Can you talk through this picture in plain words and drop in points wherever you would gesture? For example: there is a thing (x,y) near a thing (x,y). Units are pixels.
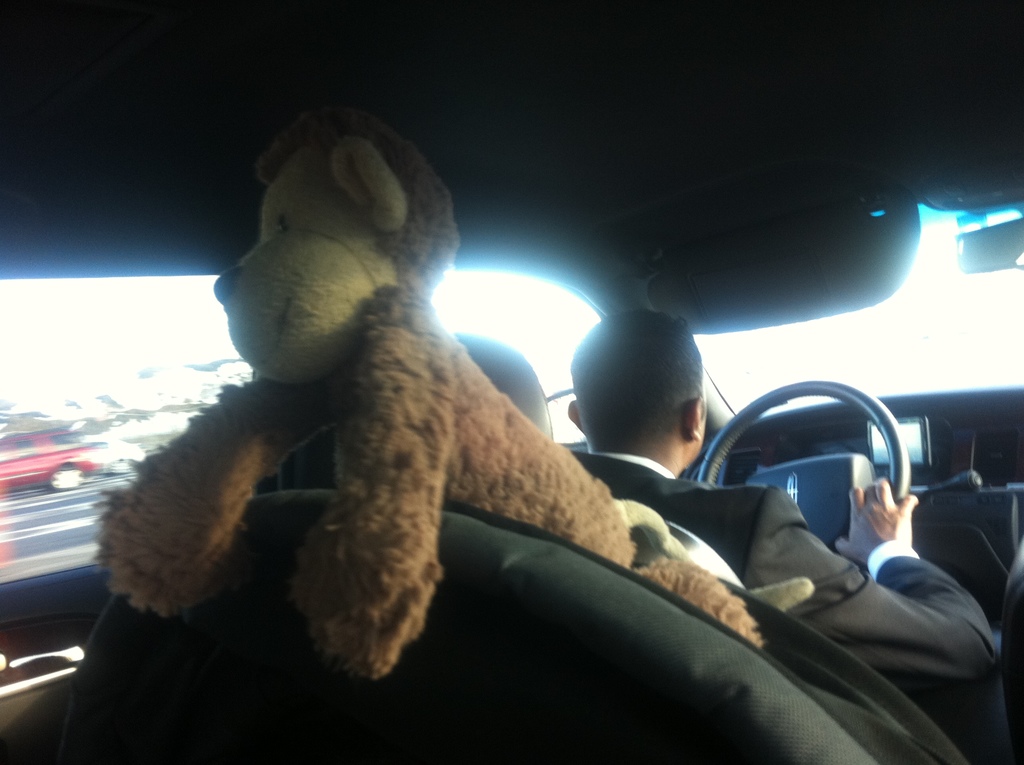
In the picture we can see inside a car (735,104) there is a man (746,545) driving a car (106,110). In the back side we can see a bag (226,692) and a doll (381,136). From a inside the car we can see out side there are vehicles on the road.
